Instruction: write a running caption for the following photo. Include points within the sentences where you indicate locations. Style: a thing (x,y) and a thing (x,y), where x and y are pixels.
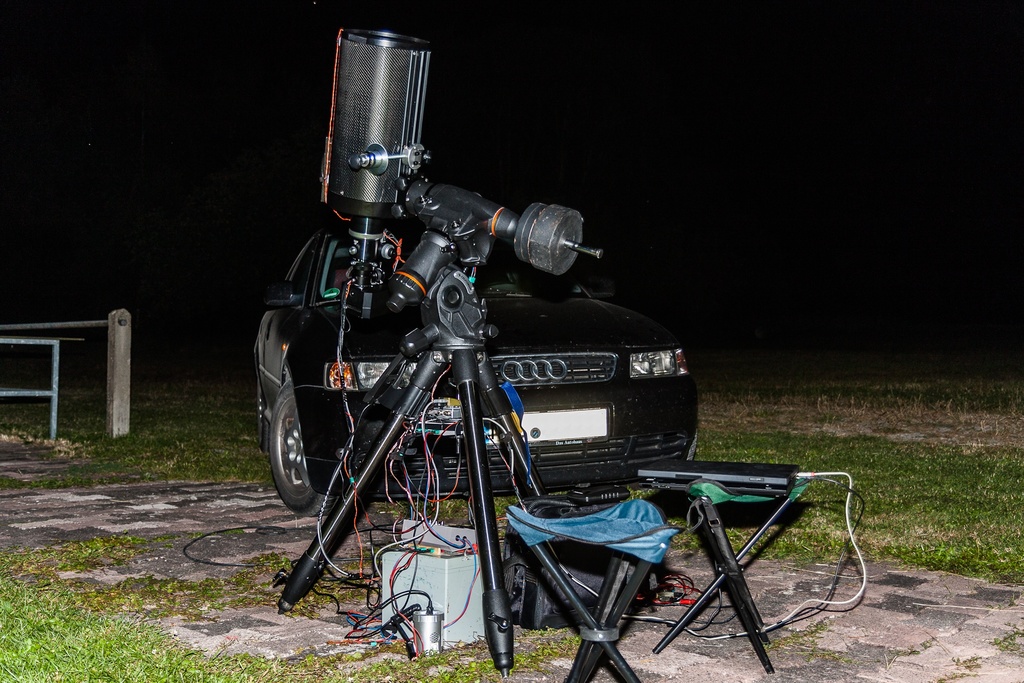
Here we can see an electronic device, cables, stools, laptop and cables (398,617) on the ground (651,641). In the background (352,377) there is a car (263,351) on the grass (78,374) and poles (48,394) on the left side (81,359).
